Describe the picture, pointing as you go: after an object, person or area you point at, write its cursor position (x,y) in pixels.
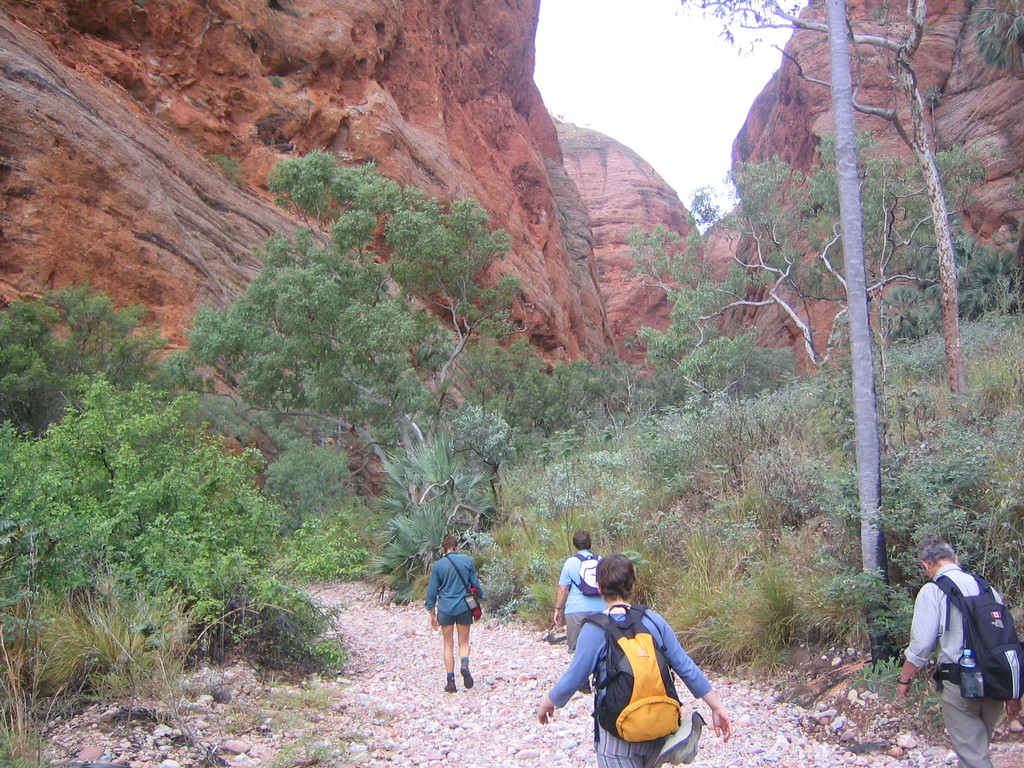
In this image there are four persons (920,662) wearing bags (673,722) and walking on a path (462,681), on either side of the path (509,719) there are trees (875,398), in the background (150,21) there is mountain (233,225).
